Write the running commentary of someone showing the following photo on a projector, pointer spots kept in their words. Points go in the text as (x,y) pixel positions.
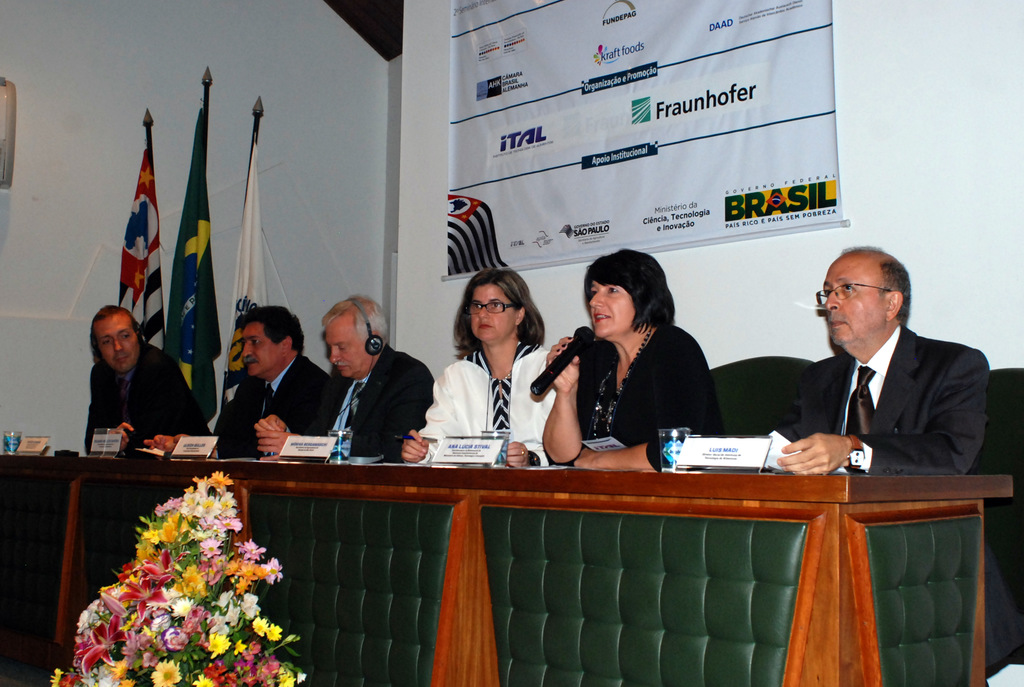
In this picture we can see a group of people (598,410) sitting on chairs (754,424), name boards (207,452), flags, glasses (666,445), flower bouquet (153,574) and a woman (567,397) holding a mic (587,342) with her hand (564,397) and in the background (604,0) we can see a banner (587,5) on the wall (811,268).
